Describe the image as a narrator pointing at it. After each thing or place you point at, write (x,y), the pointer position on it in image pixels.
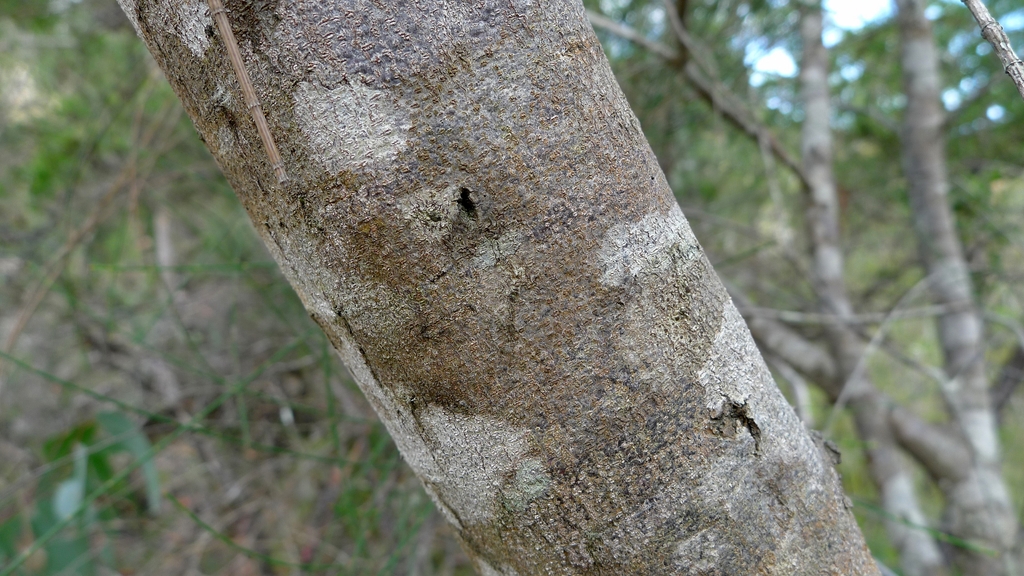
In this image I can see few trees (928,103) and trunk (522,175). Background (802,64) is blurred.
